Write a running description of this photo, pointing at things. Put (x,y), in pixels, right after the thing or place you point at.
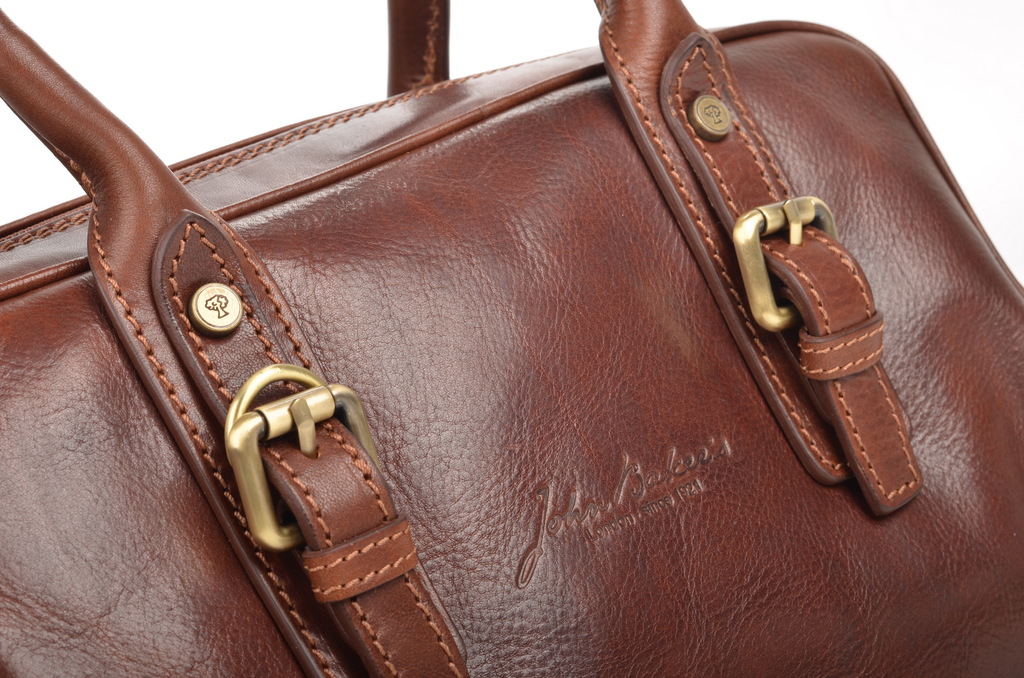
In this image there is a leather handbag (157,270).
